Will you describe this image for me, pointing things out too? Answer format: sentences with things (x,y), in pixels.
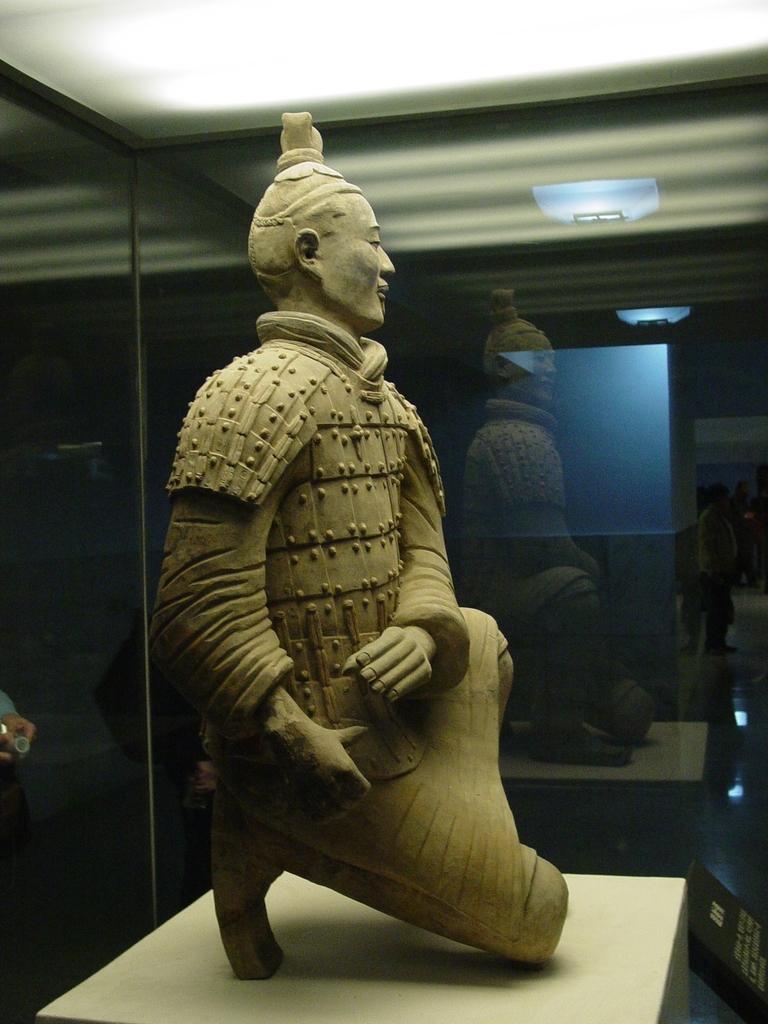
This is a picture of a sculpture (215,541) inside a glass box (211,806), and in the background (532,531) there is a reflection (540,521) of people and there are lights (263,72).
